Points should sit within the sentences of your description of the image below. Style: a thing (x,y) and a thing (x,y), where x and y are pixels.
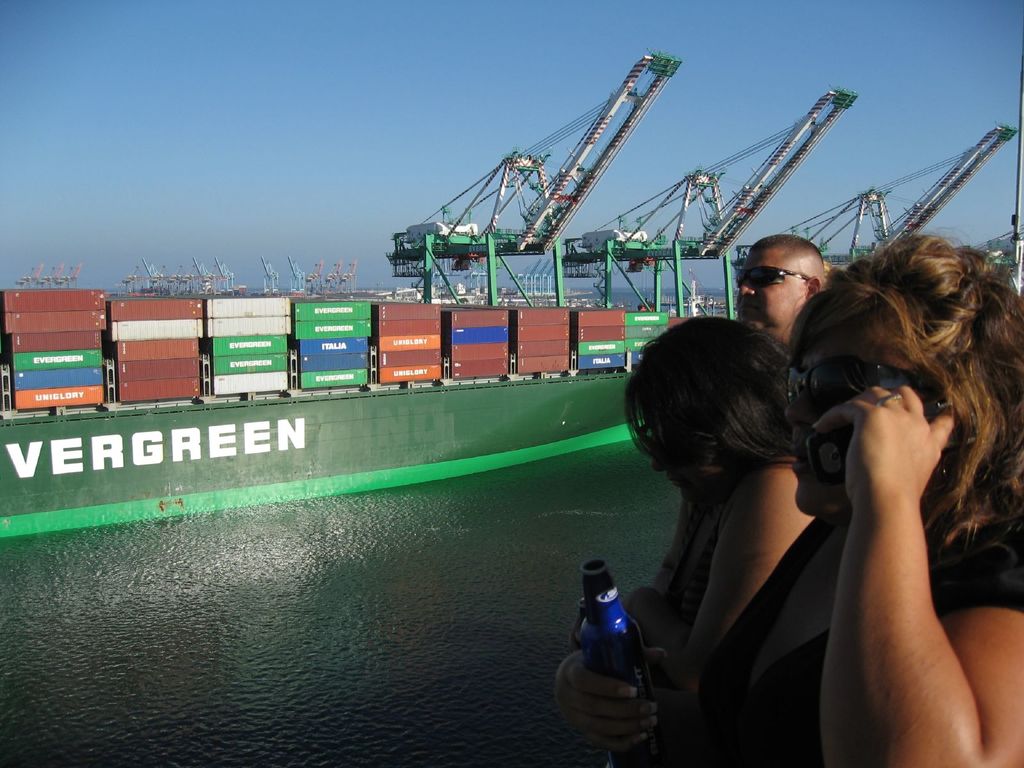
This picture is of outside. On the right (997,454) there is a woman (858,478) holding a bottle (635,652) and talking on a mobile phone (823,478) seems to be standing, behind her we can see a woman (729,371) and a man (776,296) standing. In the background (474,66) we can see the sky (272,48) and some metal (528,243) seems to be the cranes (595,172).
